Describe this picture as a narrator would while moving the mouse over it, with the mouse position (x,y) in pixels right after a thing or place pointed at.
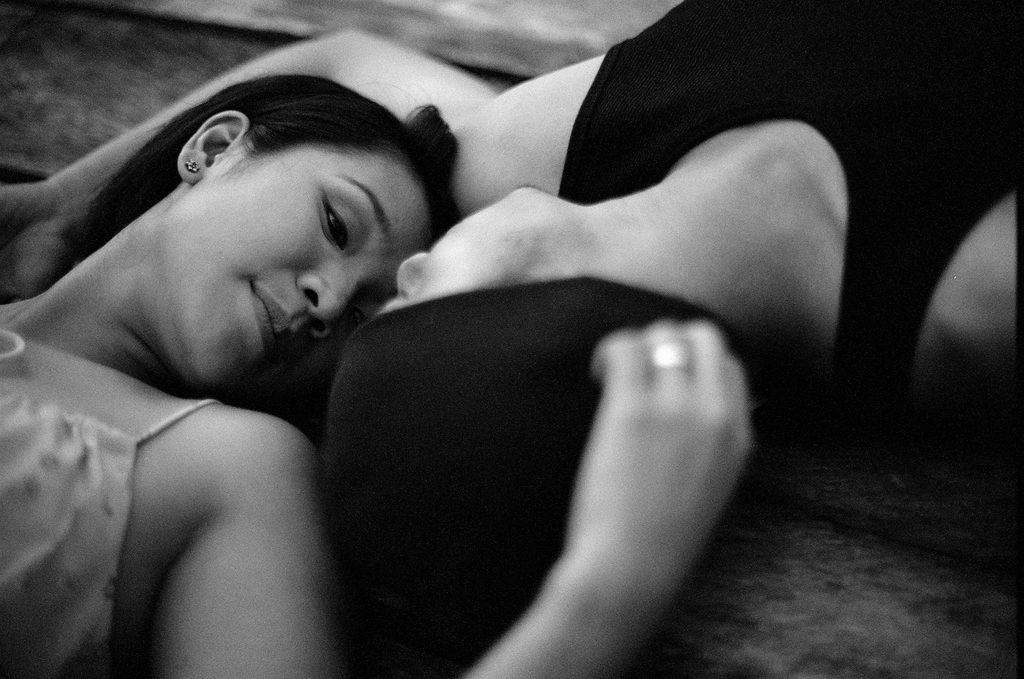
In this black and white image a man (420,264) and a woman (387,287) lying on the surface (748,531) in the foreground (523,345).
